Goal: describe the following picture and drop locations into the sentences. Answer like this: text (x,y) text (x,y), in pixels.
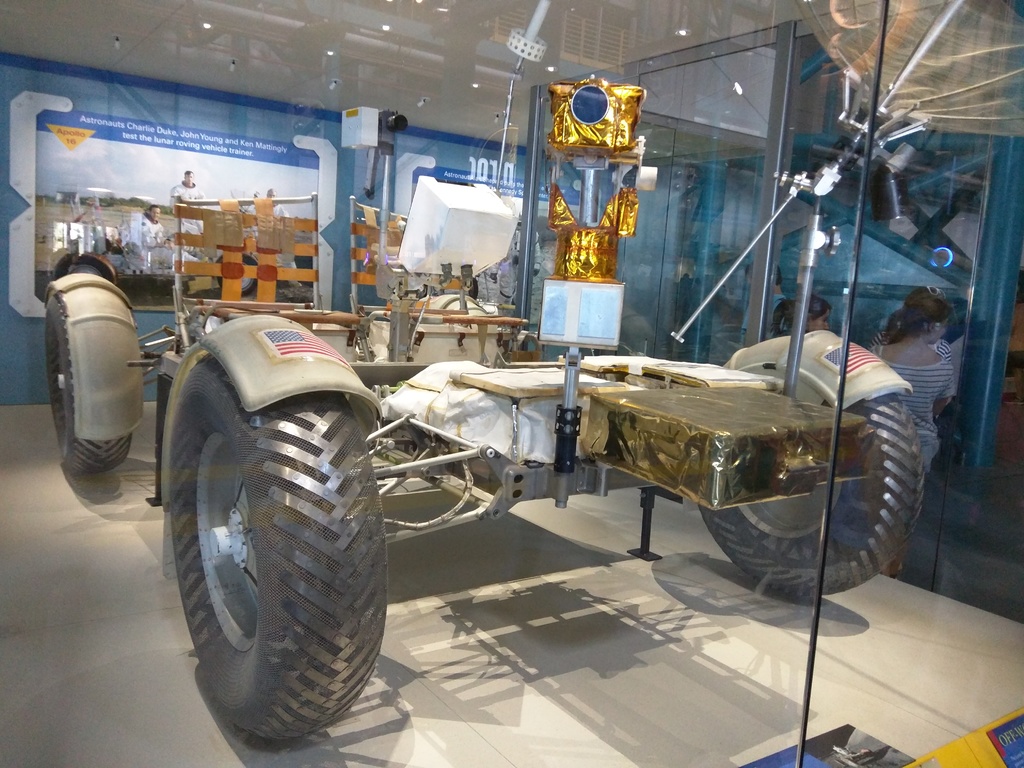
In this image we can see a vehicle (422,389) on the floor (624,651) and there are banners (147,213) with text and images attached to the wall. We can see there are glasses (772,281), through the glass (982,507) we can see there are two persons (902,338) standing on the floor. And there are lights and a pole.
